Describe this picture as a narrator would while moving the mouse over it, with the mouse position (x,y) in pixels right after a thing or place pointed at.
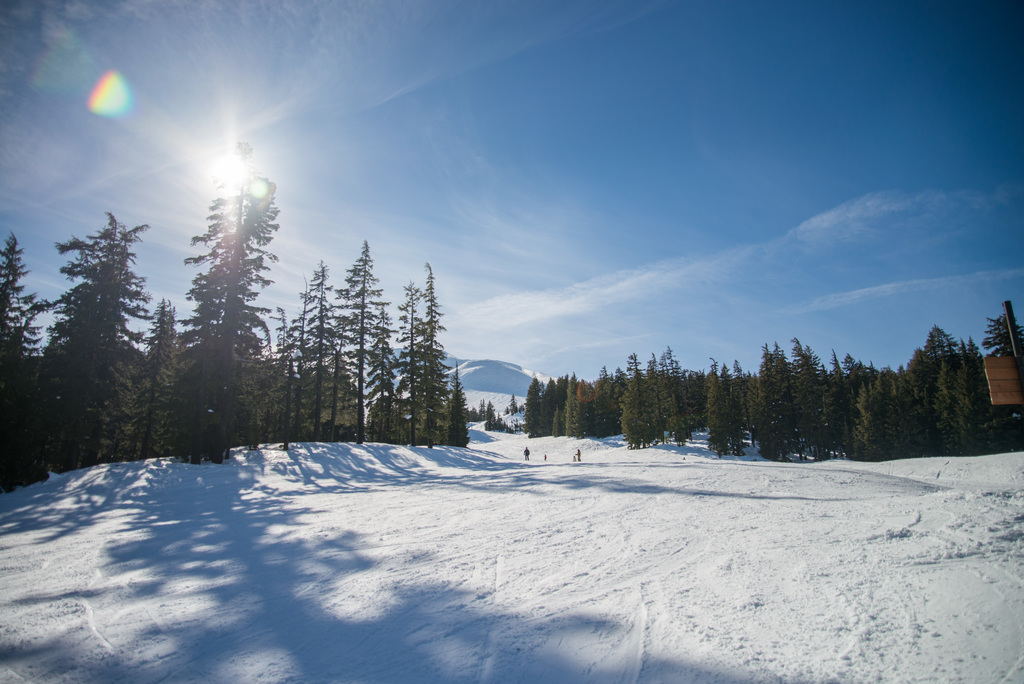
In the image we can see everywhere there is a snow (588,562), white in color. There are even people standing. There is a mountain (483,393), trees (355,411), sky (548,271) and the sun (231,155).
